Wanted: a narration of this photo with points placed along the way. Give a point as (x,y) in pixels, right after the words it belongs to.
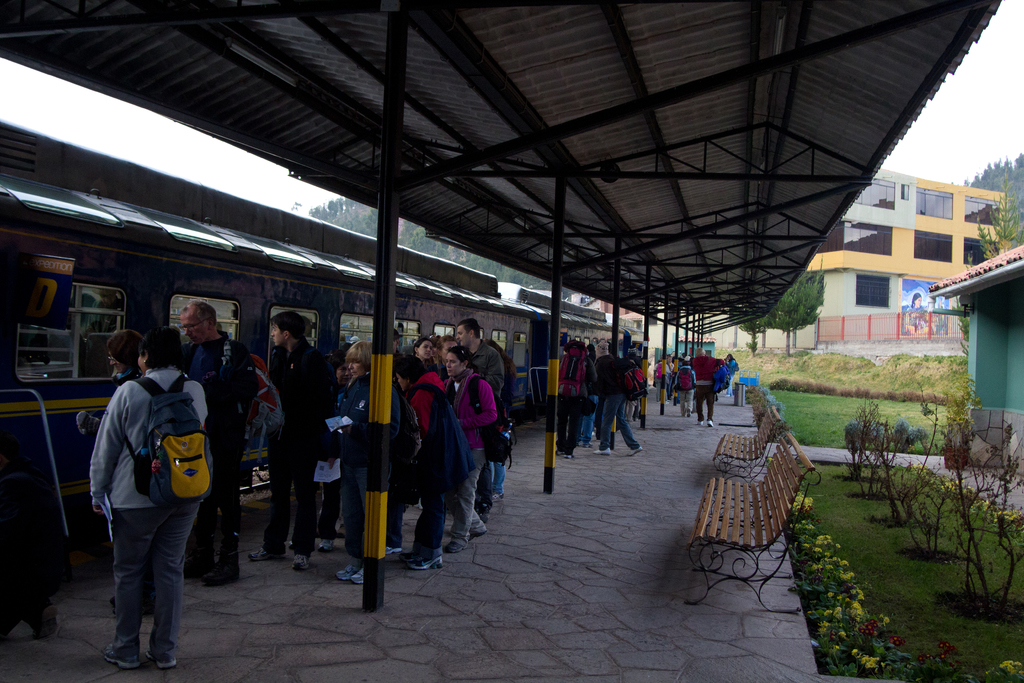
In the picture we can see a railway platform (729,559) with a shed (16,56) and poles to it, under the shed (1,46) we can see many people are standing near the train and with bags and behind them, we can see some benches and behind it, we can see a grass surface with some plants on it and in the background (873,315) we can see a building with glass windows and behind it we can see some part of trees (969,183) and a part of the sky (930,157).
